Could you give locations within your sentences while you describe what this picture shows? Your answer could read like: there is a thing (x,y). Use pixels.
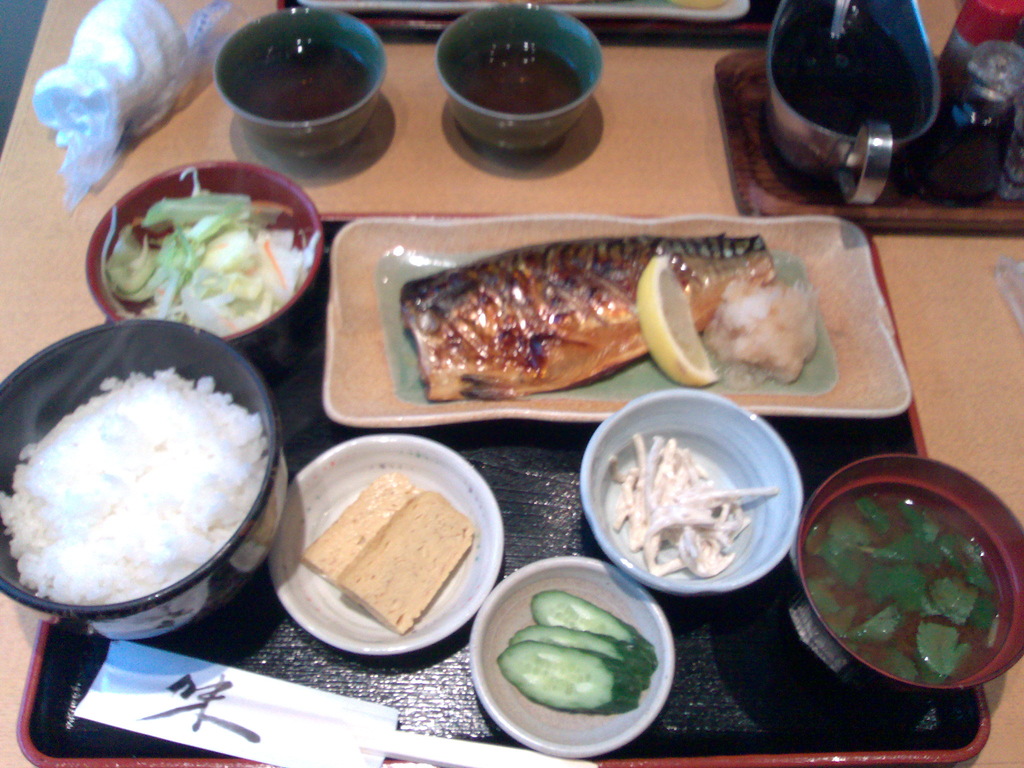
In this image we can see a table (451,172). On the table (423,179) there are trays (671,26), bowls (298,119) with some items (520,81). On the trays (717,82) there are plates (392,301) with food items (481,383), bowls (642,410) with food item (899,589) and some other things (866,100).
